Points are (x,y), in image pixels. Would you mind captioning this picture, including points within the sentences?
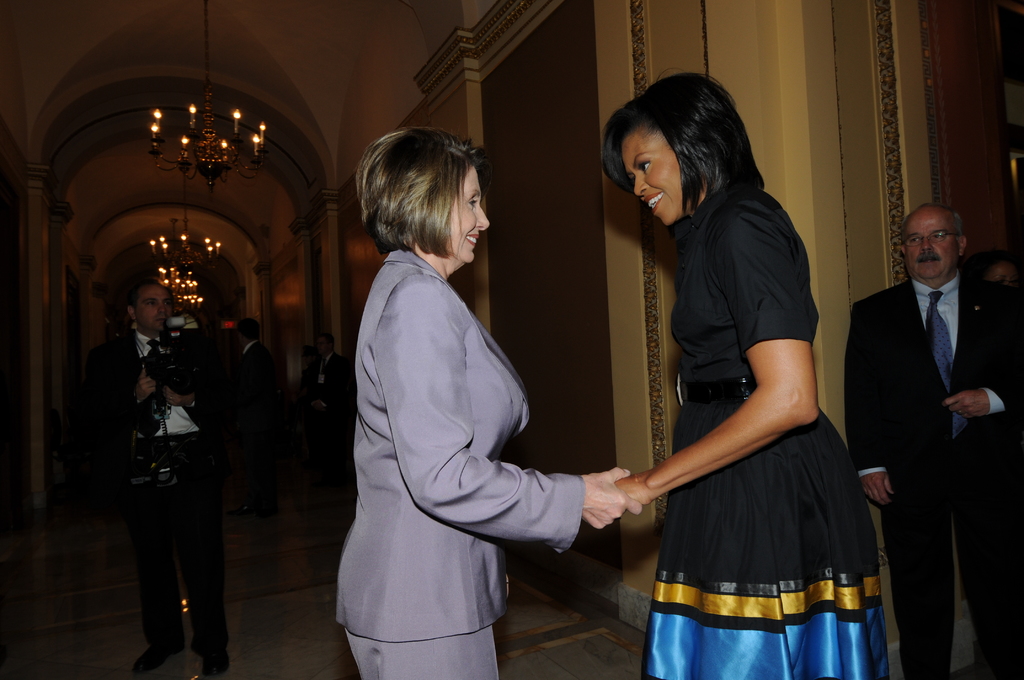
In this picture we see a man (173,634) who is holding camera (170,327) taking picture of this two middle standing woman (395,132) and one man (892,535) standing at the right side (960,240).
